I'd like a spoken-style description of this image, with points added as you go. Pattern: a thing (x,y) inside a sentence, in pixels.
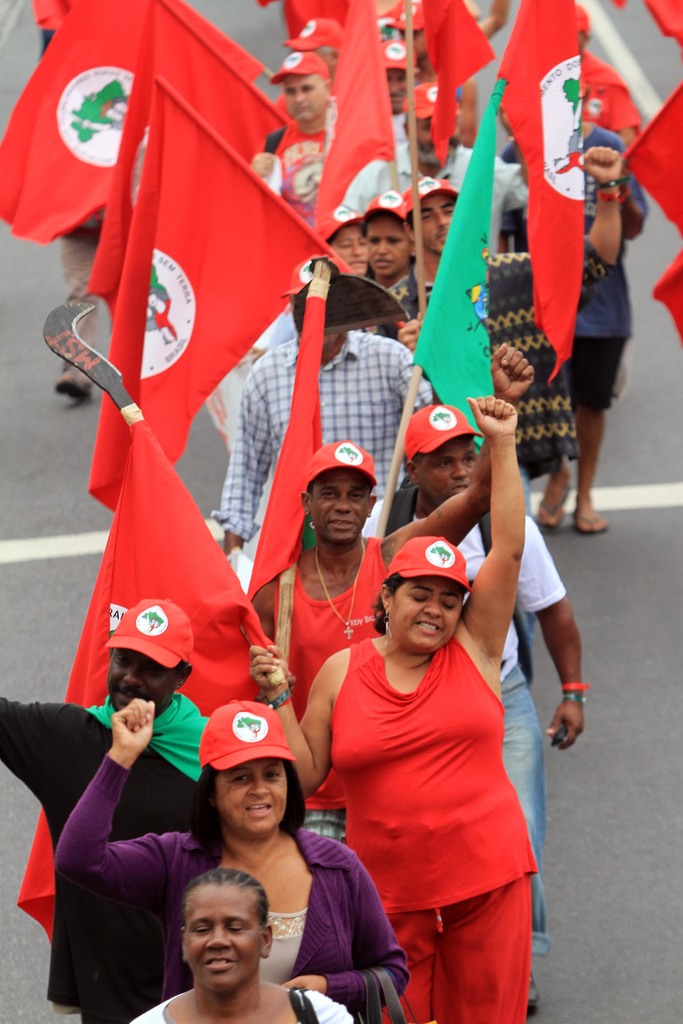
In this image I can see number of people (150,958) are standing and I can see most of them are wearing red color caps (354,456). I can also see most of them are holding flags (434,65) and on these flags (148,180) I can see few logos (174,361) are printed.
